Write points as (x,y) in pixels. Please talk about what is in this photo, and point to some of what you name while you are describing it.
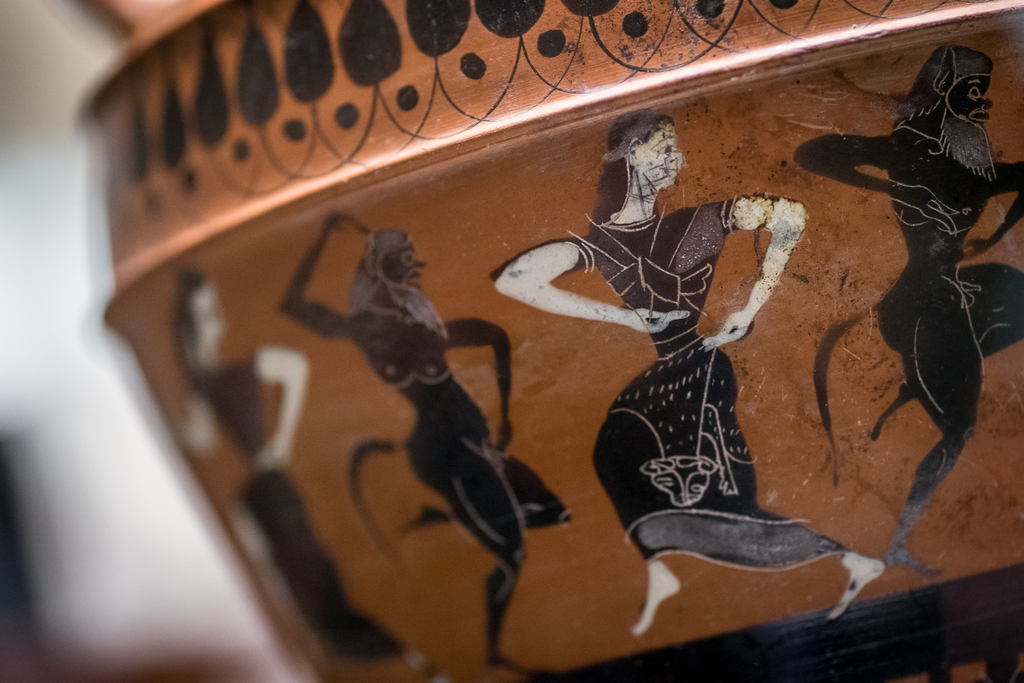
In the foreground of this image (584,371), there are paintings (547,310) and it seems like those paintings (560,293) are on the pot (484,541).
